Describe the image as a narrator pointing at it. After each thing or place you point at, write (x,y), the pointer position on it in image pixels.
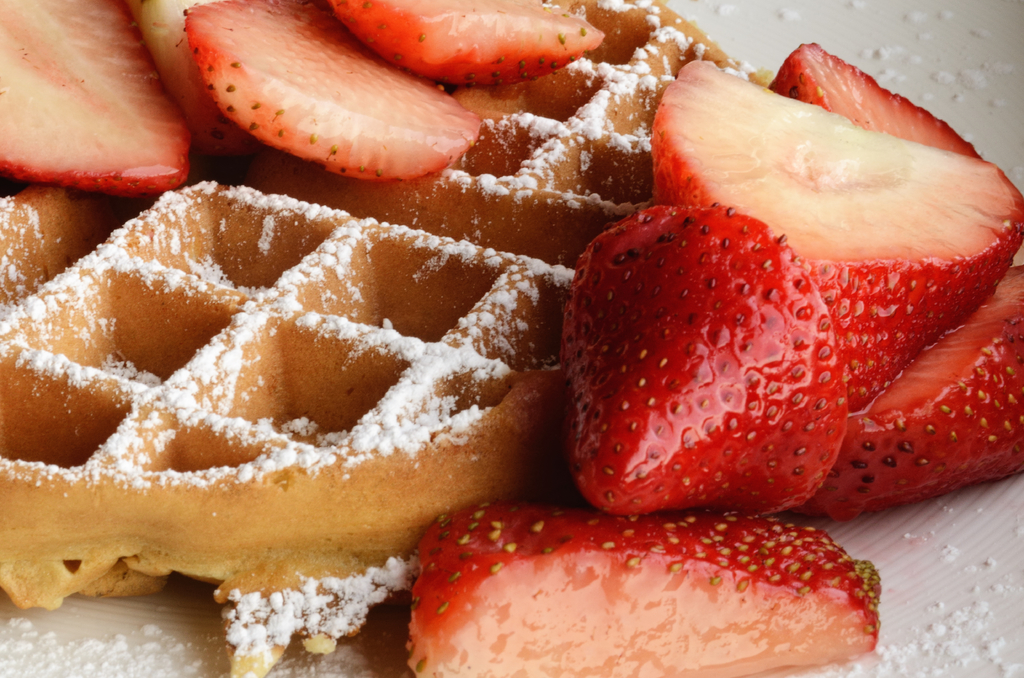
In the image in the center (373,255), we can see one waffle (509,200). On the waffle (452,214), we can see strawberry slices (153,48) and some food item (645,133).
